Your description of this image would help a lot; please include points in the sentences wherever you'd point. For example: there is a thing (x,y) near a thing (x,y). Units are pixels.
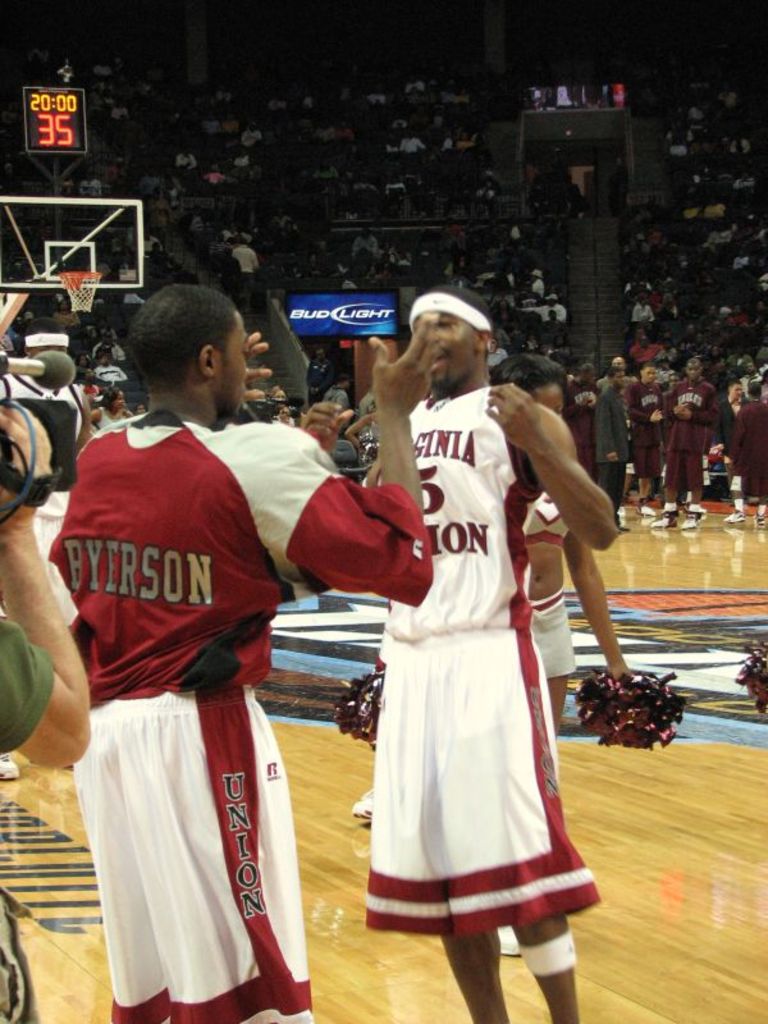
In this image we can see group of people (752,426) standing on the floor (620,829) wearing uniforms (506,538). In the background (668,280), we can see group of audience (717,211), clock (71,91) and a cameraman (20,562).
